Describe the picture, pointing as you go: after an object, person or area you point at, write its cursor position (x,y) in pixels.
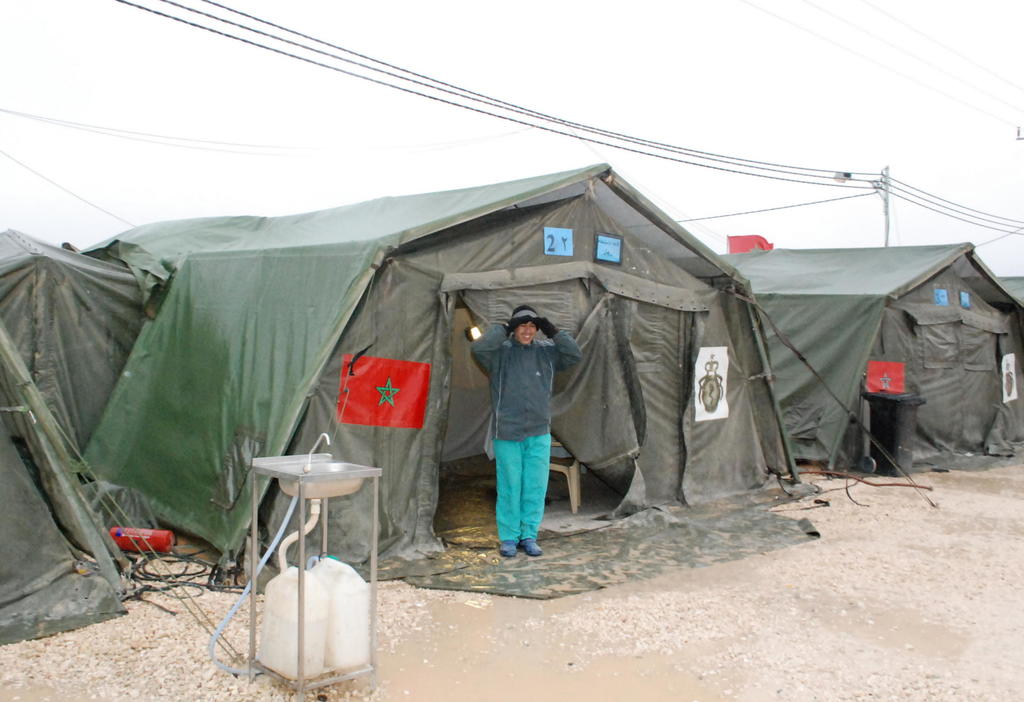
Here is a person (548,438) standing. These are the tents (842,269). I think this looks like a frame (606,244), which is attached to the tents (650,349). I can see a wash basin (307,497) with a tap (311,451) and a pipe (316,508) are attached to the cans (282,603). This looks like a current pole (877,185) with the current wires (970,209).
